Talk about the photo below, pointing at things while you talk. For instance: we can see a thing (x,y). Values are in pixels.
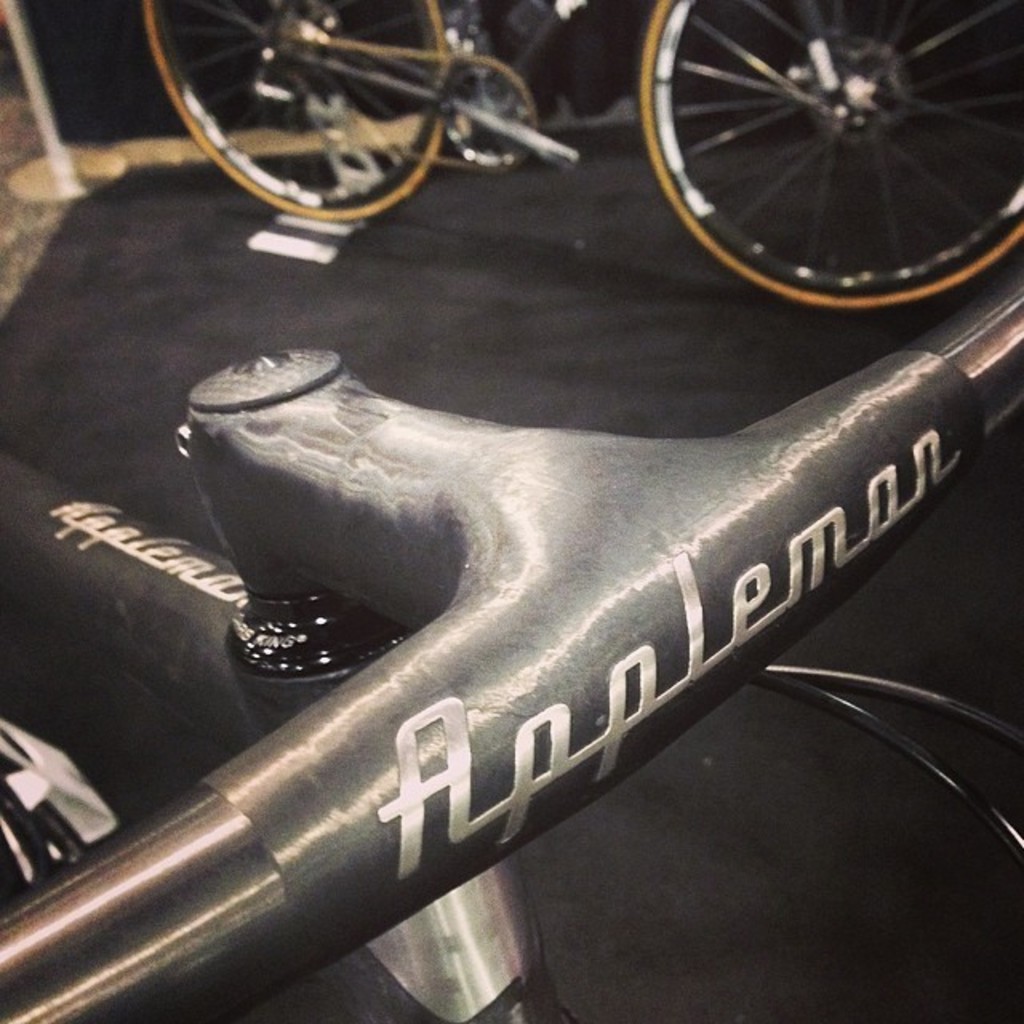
In the foreground (492,511) we can see a bicycle handle (702,703), cables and mat (525,305). In the background (489,93) there is a bicycle (403,93) and a stand (55,142).
